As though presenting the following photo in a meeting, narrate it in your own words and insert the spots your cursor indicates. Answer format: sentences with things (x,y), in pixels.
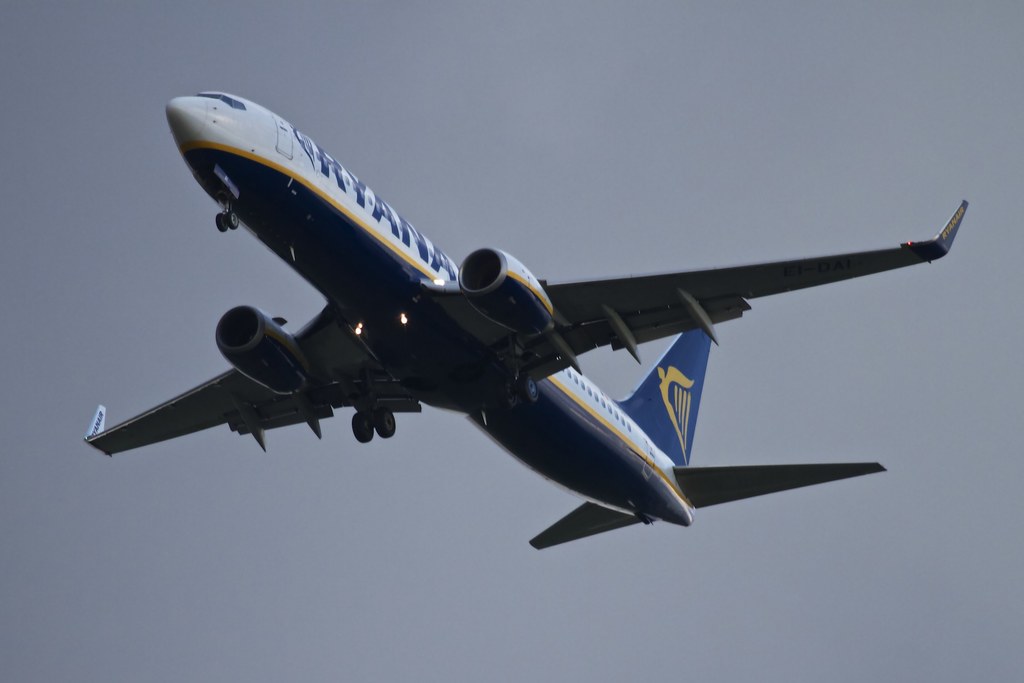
This image consists of an airplane (508,303). It is in white and blue color. In the background (42,111), there is sky (754,232).
